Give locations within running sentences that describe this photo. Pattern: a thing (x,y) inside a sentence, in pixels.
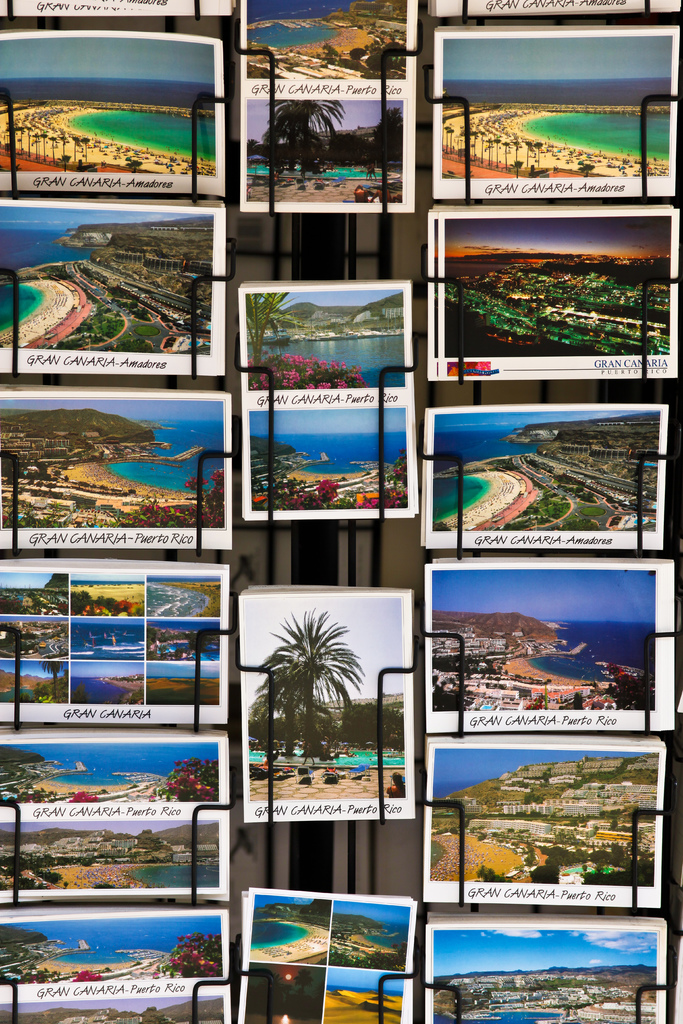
In this image I can see collage images (409,197), on which there are some scenarios, buildings (339,945), trees (305,721), seas (296,347), text (584,720), plants (278,356) on which flowers (336,366), lights (665,336).
